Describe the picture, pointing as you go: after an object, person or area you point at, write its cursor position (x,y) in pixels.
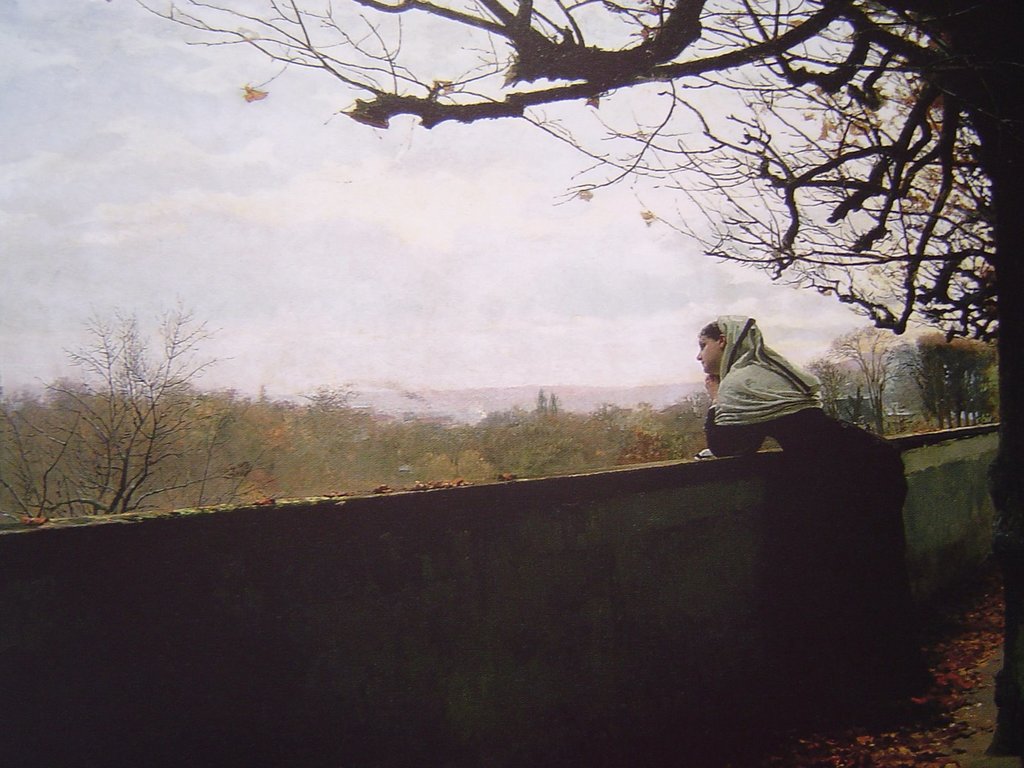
In this picture we can see a woman (783,566) standing at the wall (604,487), dried leaves (840,746) on the ground (951,616), trees (992,406) and in the background (456,136) we can see the sky (470,234).
